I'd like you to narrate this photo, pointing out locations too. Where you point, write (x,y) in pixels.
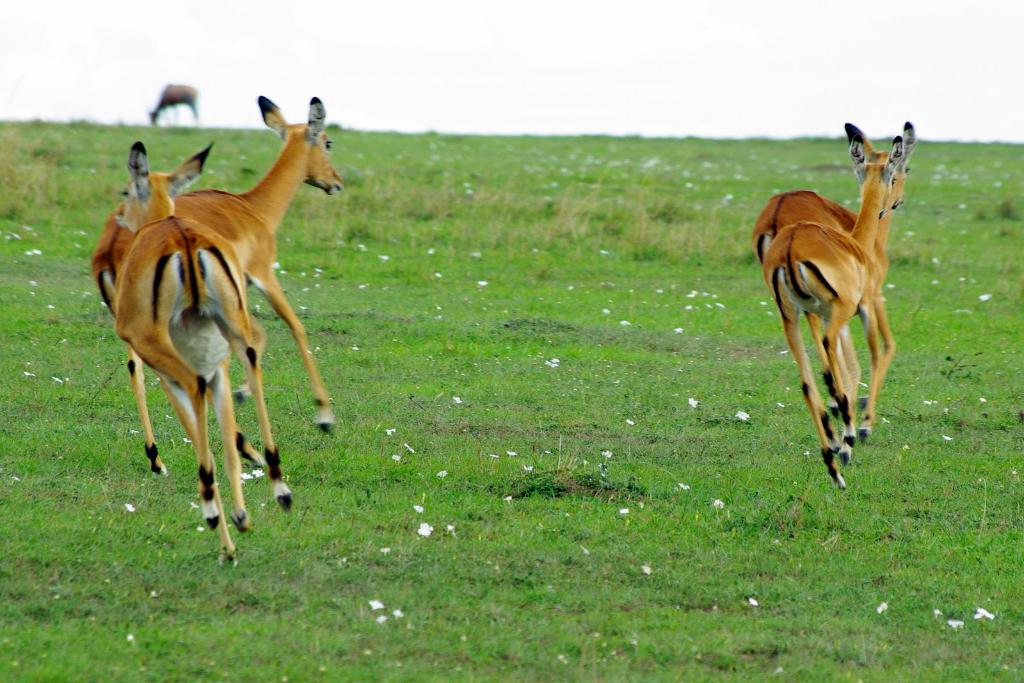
In the image we can see there are few deer (214,293), grass (376,317), white flowers (425,528) and a white sky (594,61).
